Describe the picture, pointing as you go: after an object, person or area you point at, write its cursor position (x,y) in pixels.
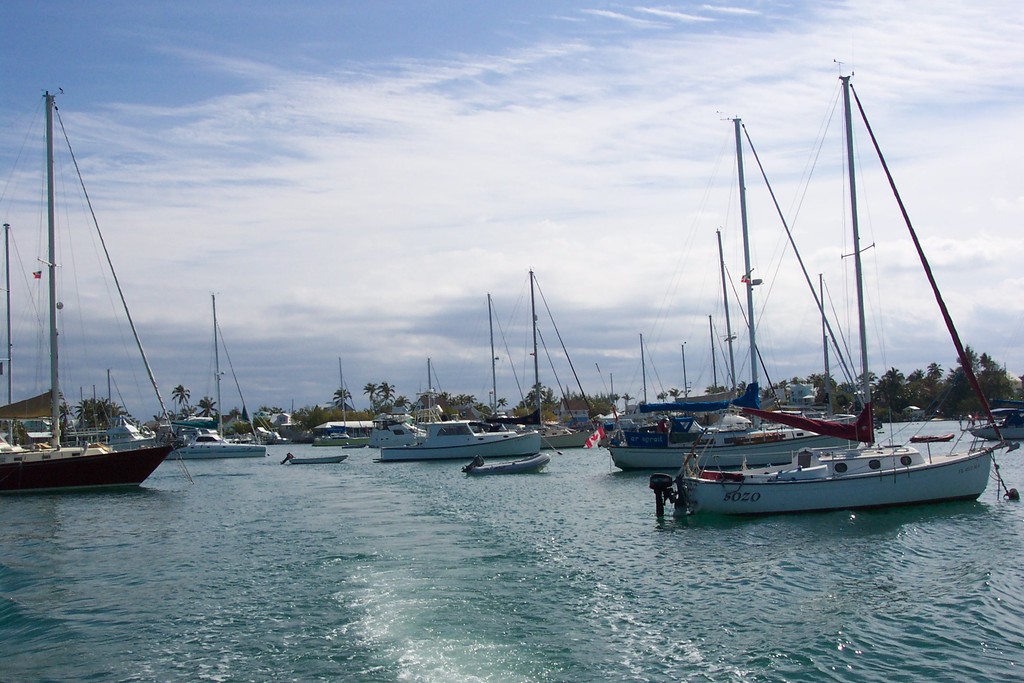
In this picture we can observe a fleet (481,450) on the water (445,535). In the background (507,411) there are trees (396,401). We can observe poles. There is a sky (307,213) with some clouds (481,179).
